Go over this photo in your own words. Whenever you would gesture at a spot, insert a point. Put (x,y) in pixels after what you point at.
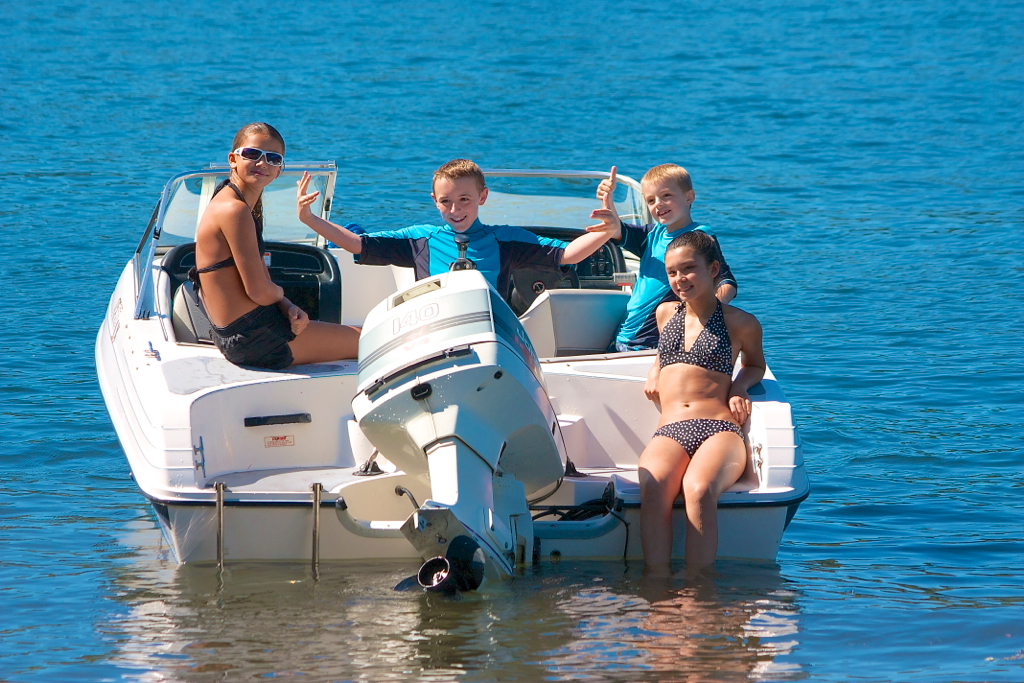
In this picture I can see few people (256,280) seated in the boat (415,369) and I can see a girl (666,441) seated and I can see her legs (652,561) in the water (714,613) and a girl (262,169) wore sunglasses (277,156).
